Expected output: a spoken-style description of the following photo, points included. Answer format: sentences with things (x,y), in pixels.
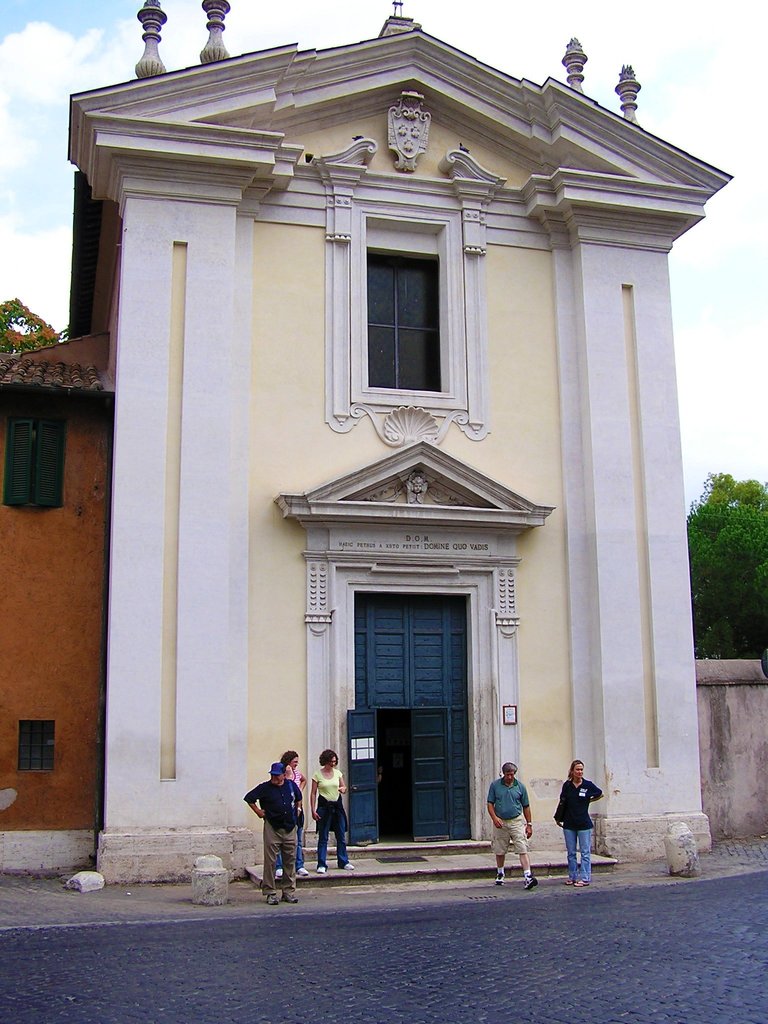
This image consists of building (369,402) in the middle (397,597). There are trees (707,591) on the right side (700,528). There are some persons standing at the bottom (321,850). There is door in the middle (446,632). There is sky (40,62) at the top (100,15).
